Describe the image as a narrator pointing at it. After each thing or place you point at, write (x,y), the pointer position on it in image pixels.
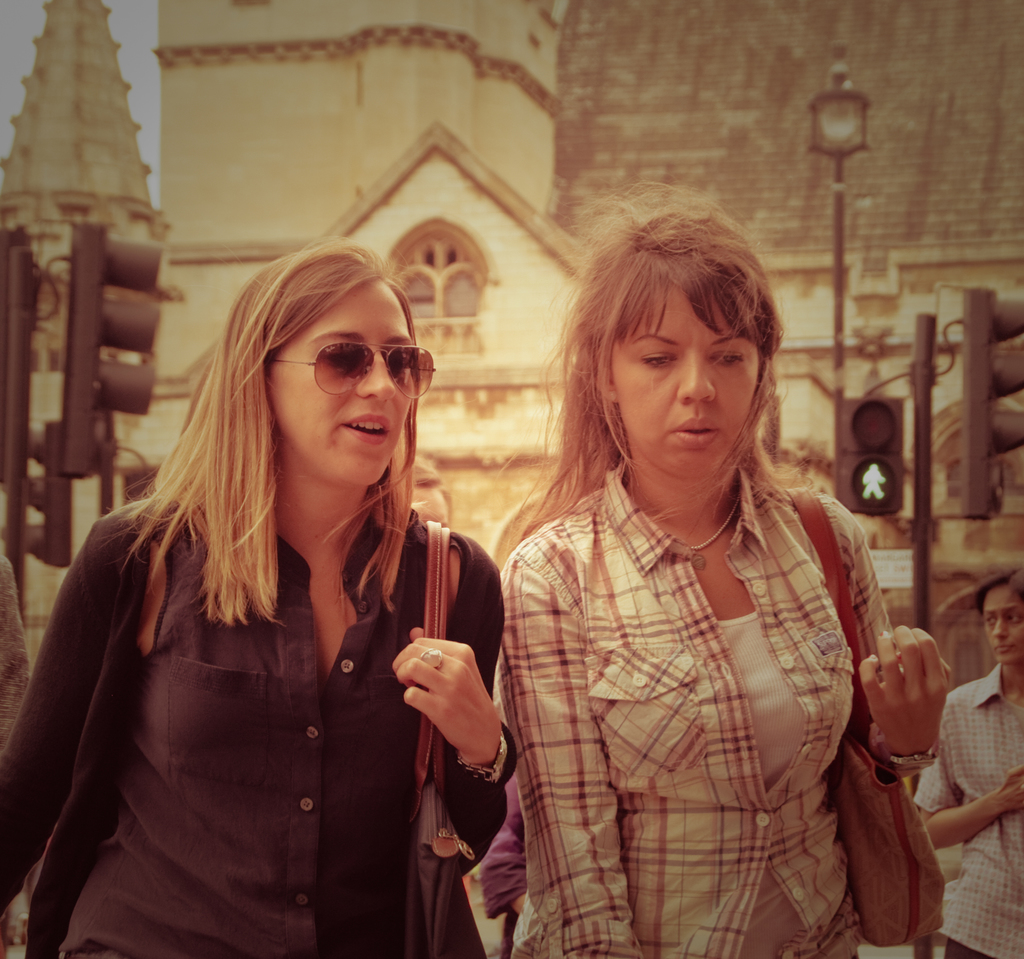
As we can see in the image there are few people (517,748) here and there, traffic signals (902,422) and building (590,123).
